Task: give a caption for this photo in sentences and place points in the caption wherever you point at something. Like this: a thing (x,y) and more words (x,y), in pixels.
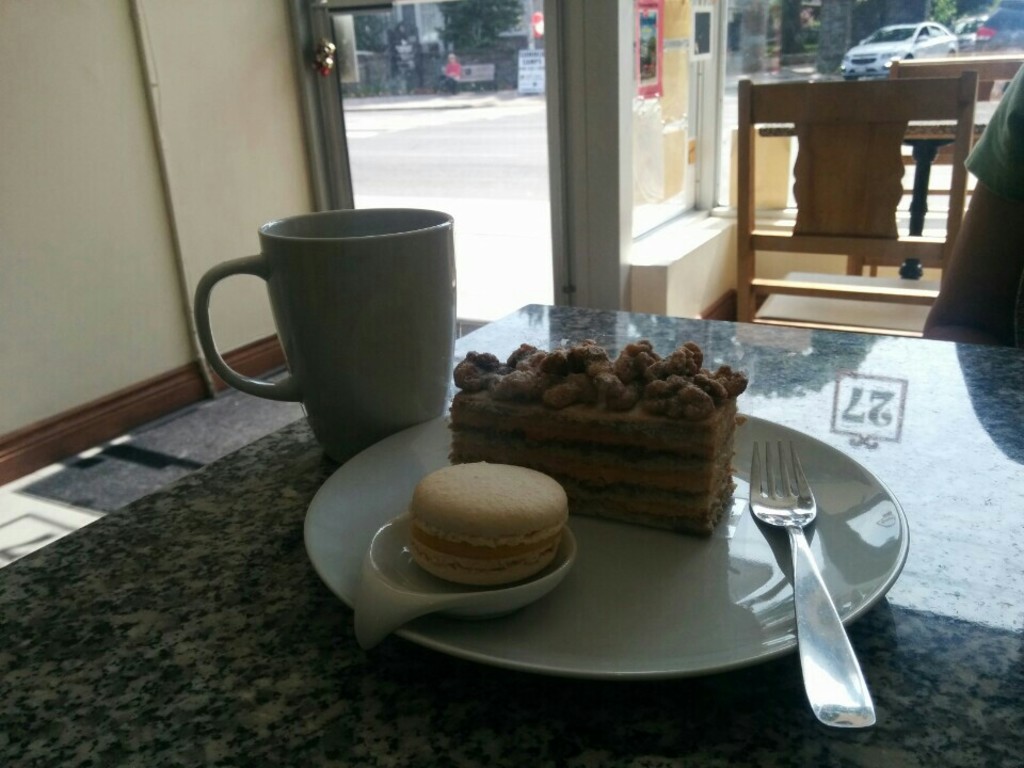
This is the picture of a table (258,501) on which there is a plate (696,616), jug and a chair (841,205) and a person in front of the table (156,747).
